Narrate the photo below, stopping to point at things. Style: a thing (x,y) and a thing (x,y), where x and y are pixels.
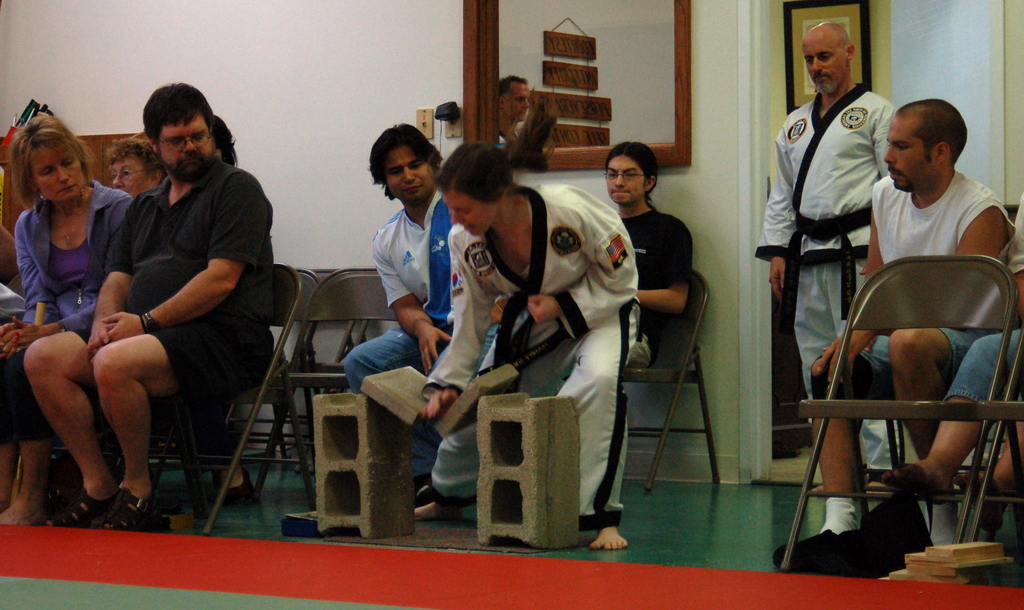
In the image some people (181,269) are sitting on the chairs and in between them a woman (540,334) is breaking the bricks (459,420), she is wearing karate costume (601,261) and in the background (512,97) there is a wall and a mirror (538,74) is attached to the wall (722,160).
